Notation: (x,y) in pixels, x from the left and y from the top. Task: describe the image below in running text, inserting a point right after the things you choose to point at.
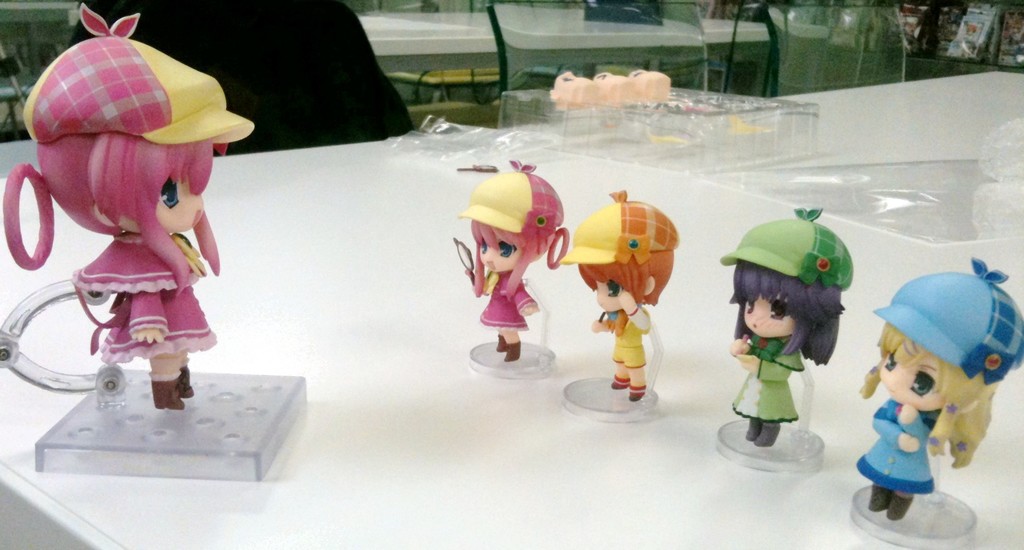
In the picture we can see a table (342,211) which is white in color on it we can see some dolls (136,300) are placed and behind the table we can see some other tables (681,36).
